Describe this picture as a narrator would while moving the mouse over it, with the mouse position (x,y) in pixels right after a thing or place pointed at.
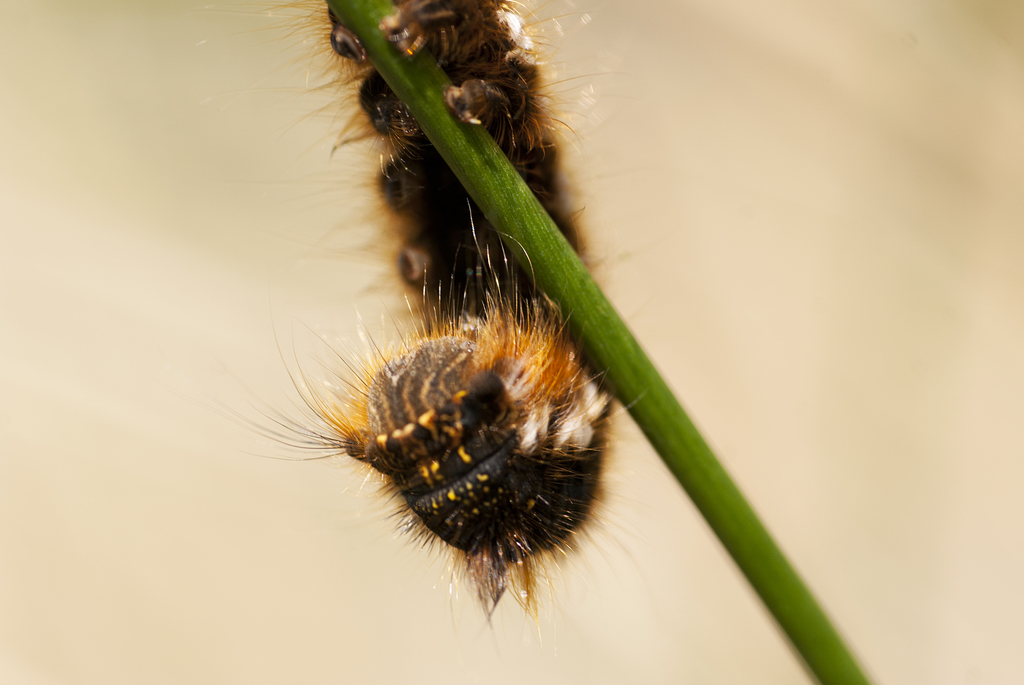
This is a zoomed in picture. In the center (489,268) there is an insect (474,201) on a green color stick (520,215). The background of the image (1010,340) is blurry.
